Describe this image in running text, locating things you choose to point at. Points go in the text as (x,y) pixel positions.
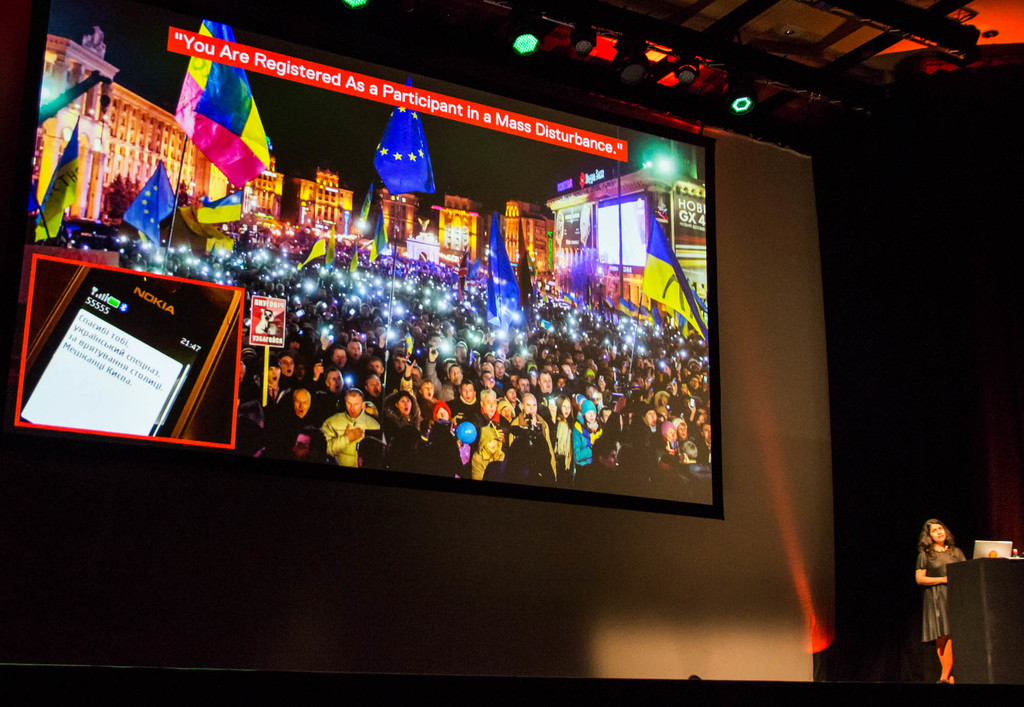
This picture consists of screen (657,302) in the middle (622,384) and on the screen (605,226) I can see group of persons (400,300), buildings (131,163), flags (408,158) in the bottom right (941,591) I can see a woman (934,526) visible in front of the podium (956,599), at the top (642,58) I can see the roof (787,47) and lights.
